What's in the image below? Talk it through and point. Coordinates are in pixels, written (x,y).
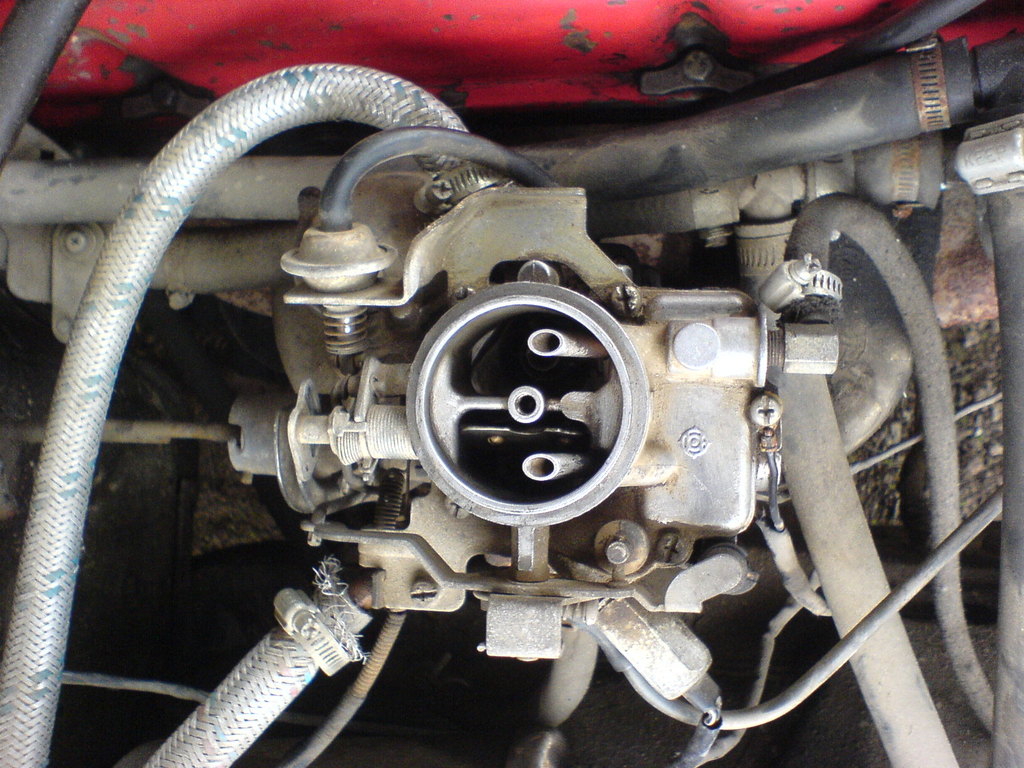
In the center of the image (515,407), we can see an engine (258,243).
